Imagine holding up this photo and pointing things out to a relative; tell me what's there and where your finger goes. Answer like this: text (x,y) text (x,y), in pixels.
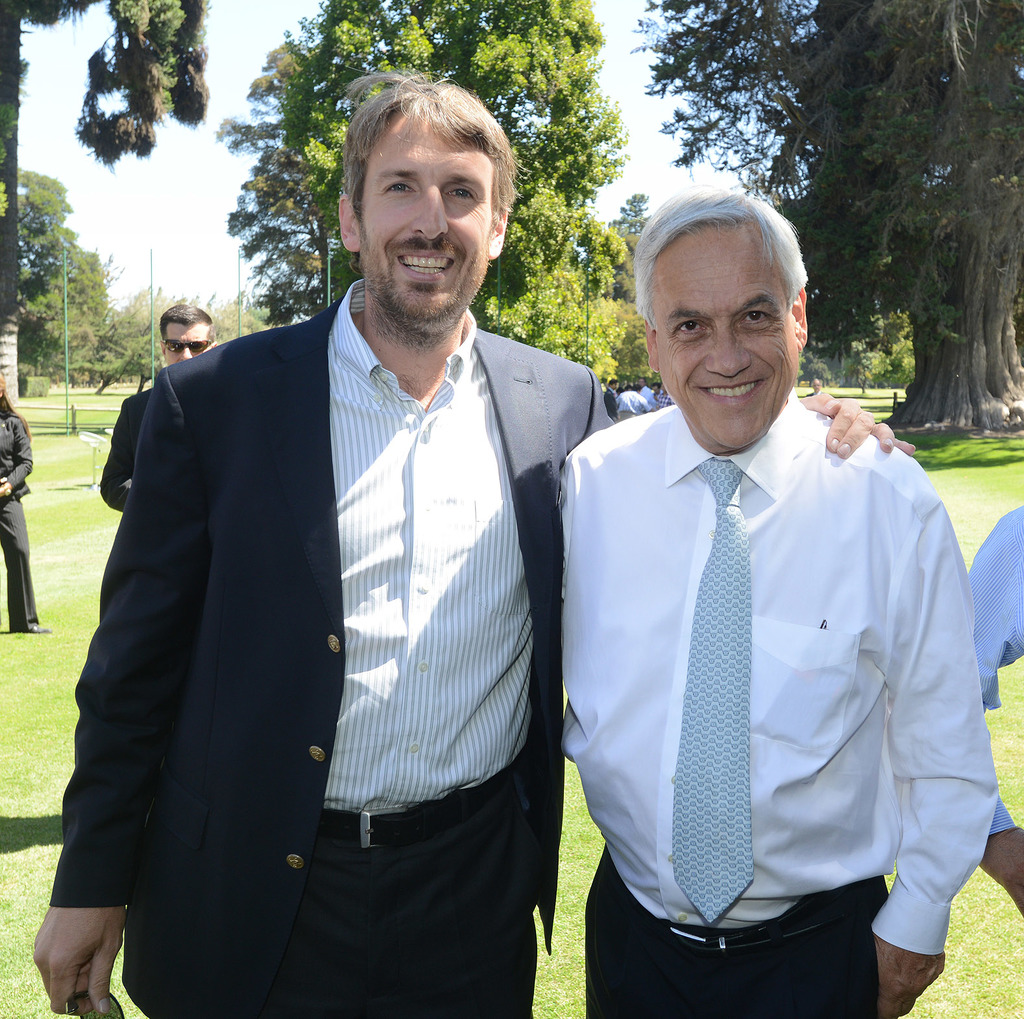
In this picture we can see group of people (606,493), they are standing on the grass (572,788), in the background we can find few trees (913,260) and poles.
